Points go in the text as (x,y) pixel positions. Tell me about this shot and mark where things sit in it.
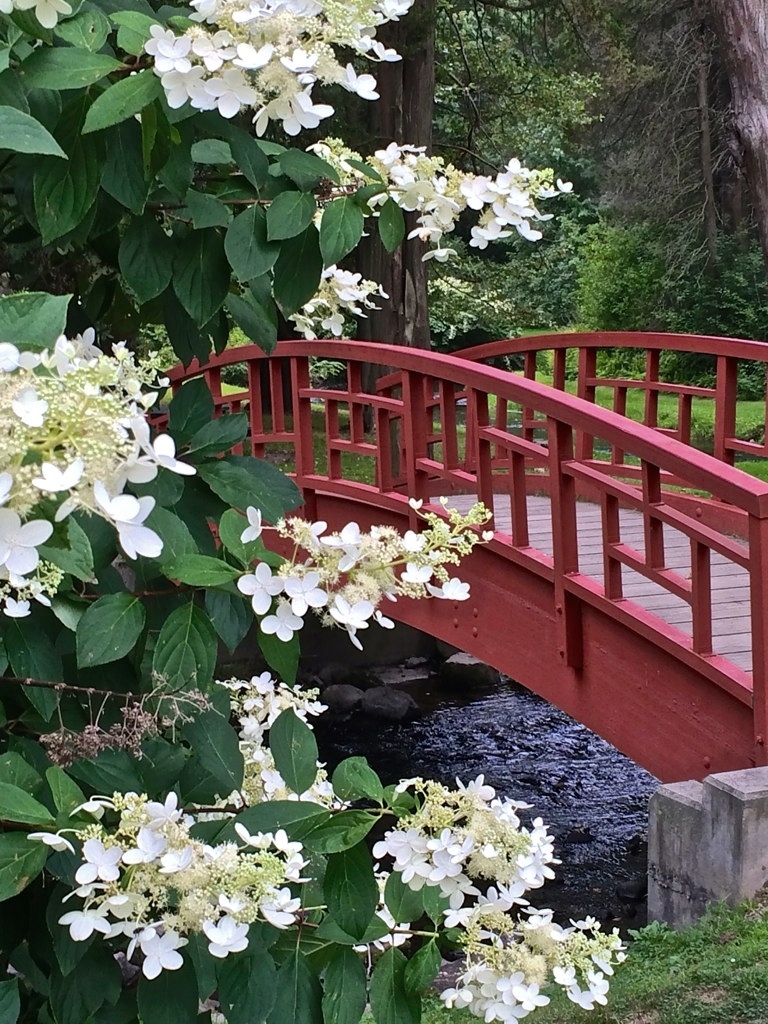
In this image in the front (194,192) there are flowers (417,873) and plants (196,251). In the center (467,511) there is water (553,733) and there is a bridge (490,503). In the background (565,111) there are trees (564,145) and there's grass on the ground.
